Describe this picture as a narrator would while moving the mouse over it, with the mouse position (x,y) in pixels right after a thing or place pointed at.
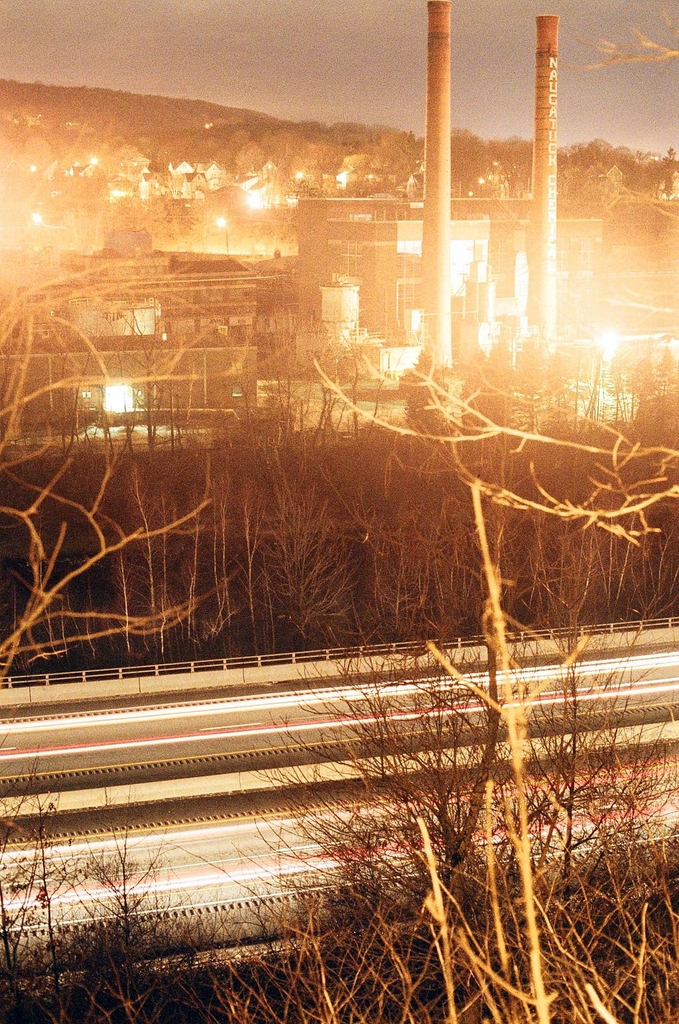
This image is taken during the night time. In this image we can see the trees (328,560), chimneys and also the buildings (113,340) with lighting (259,196). We can also see the lights (109,716), hills (249,114), roads (340,706) and also the sky (533,78).
